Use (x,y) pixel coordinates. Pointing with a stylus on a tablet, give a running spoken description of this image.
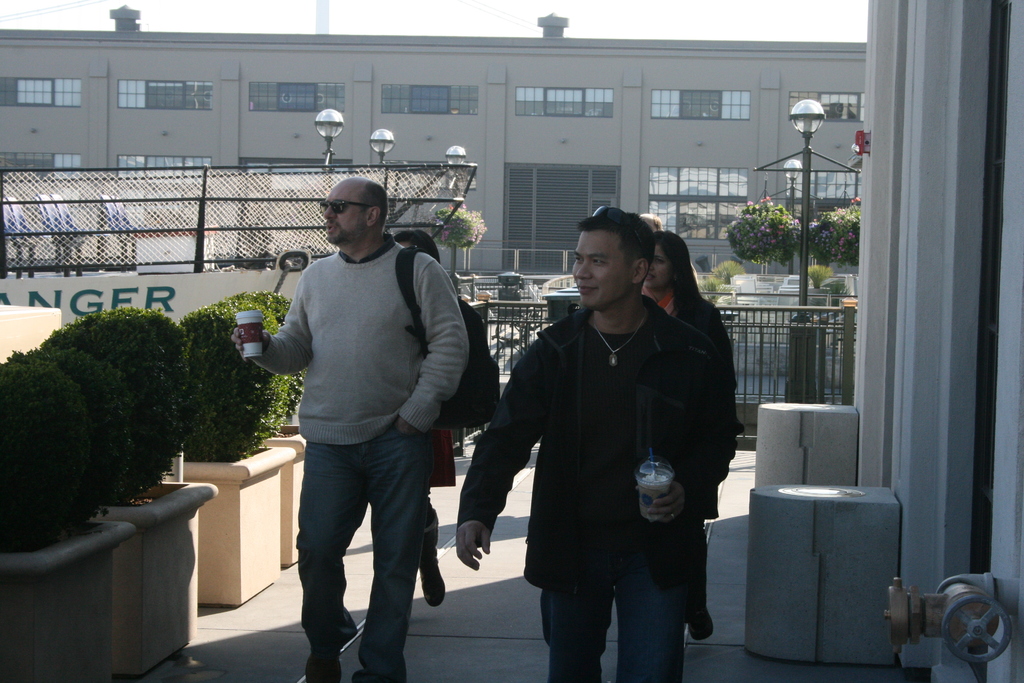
In the center of the image (388,336) we can see some persons (318,327) are walking, some of them are holding glass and carrying bag (481,373). In the background of the image (503,229) we can see building (575,140), door (564,179), windows (660,108), mesh (266,192), electric light poles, plants (745,227), barricades (733,315) and some vehicles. At the bottom of the image (37,632) we can see pots (220,566), plants (190,390), wall (924,459), some objects (870,560), floor (460,634). At the top of the image (473,12) we can see the sky (467,23).
